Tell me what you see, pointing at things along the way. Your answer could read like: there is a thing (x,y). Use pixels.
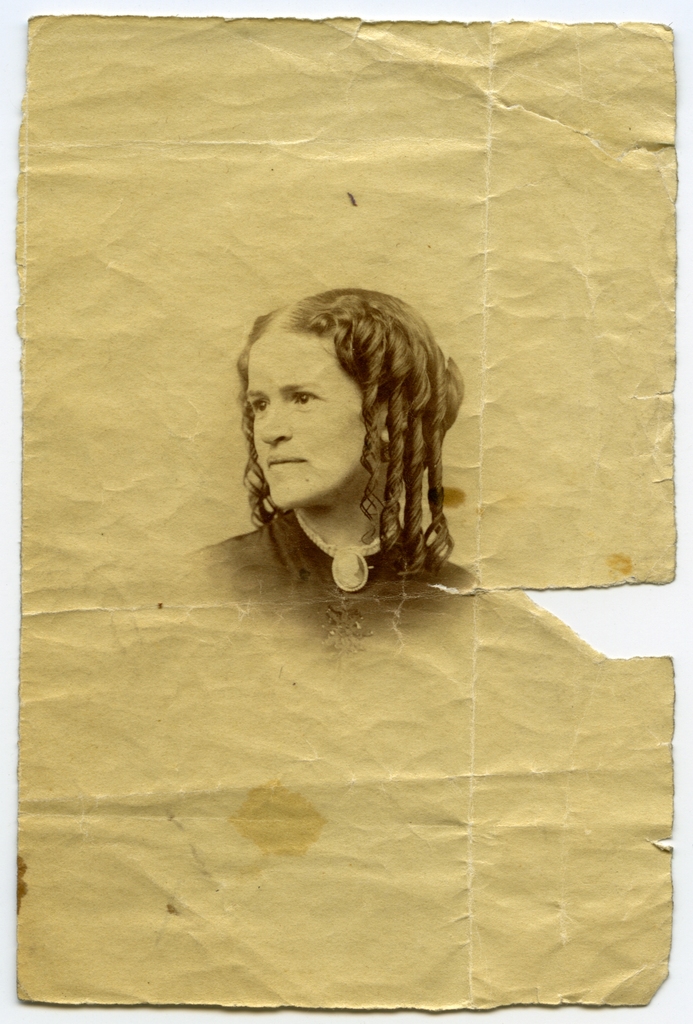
In this picture I can see printed image of a woman (299,429) on the paper (191,97).
